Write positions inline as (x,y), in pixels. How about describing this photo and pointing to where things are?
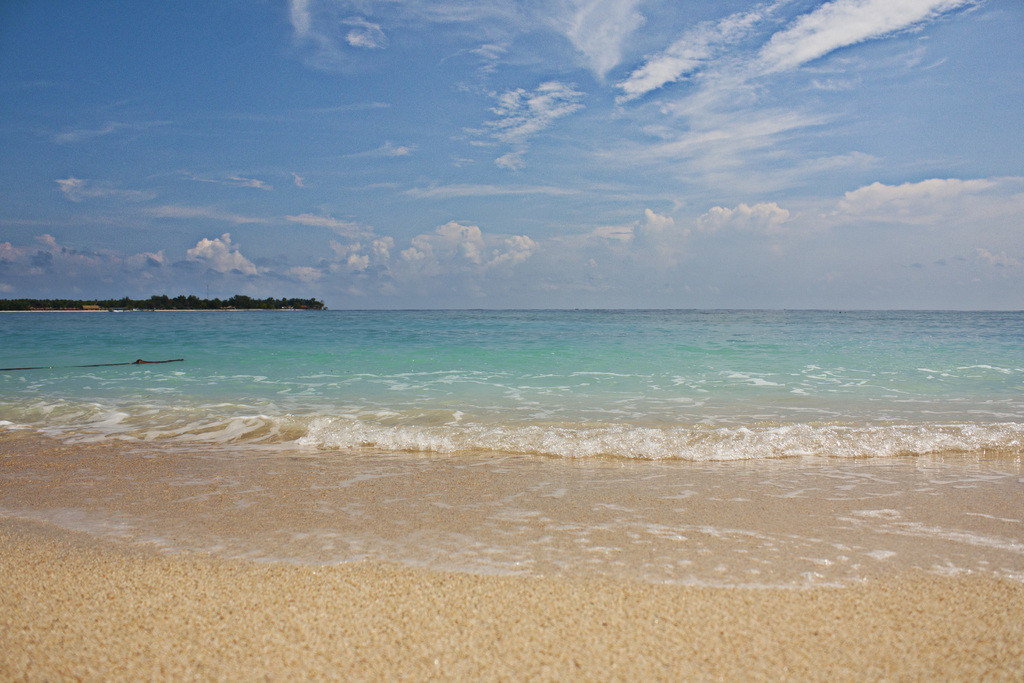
This is the picture of sea (401,427). Even we can see some trees (76,307) here. And on the background (638,157) there is a sky (862,200) with light clouds (393,250).
